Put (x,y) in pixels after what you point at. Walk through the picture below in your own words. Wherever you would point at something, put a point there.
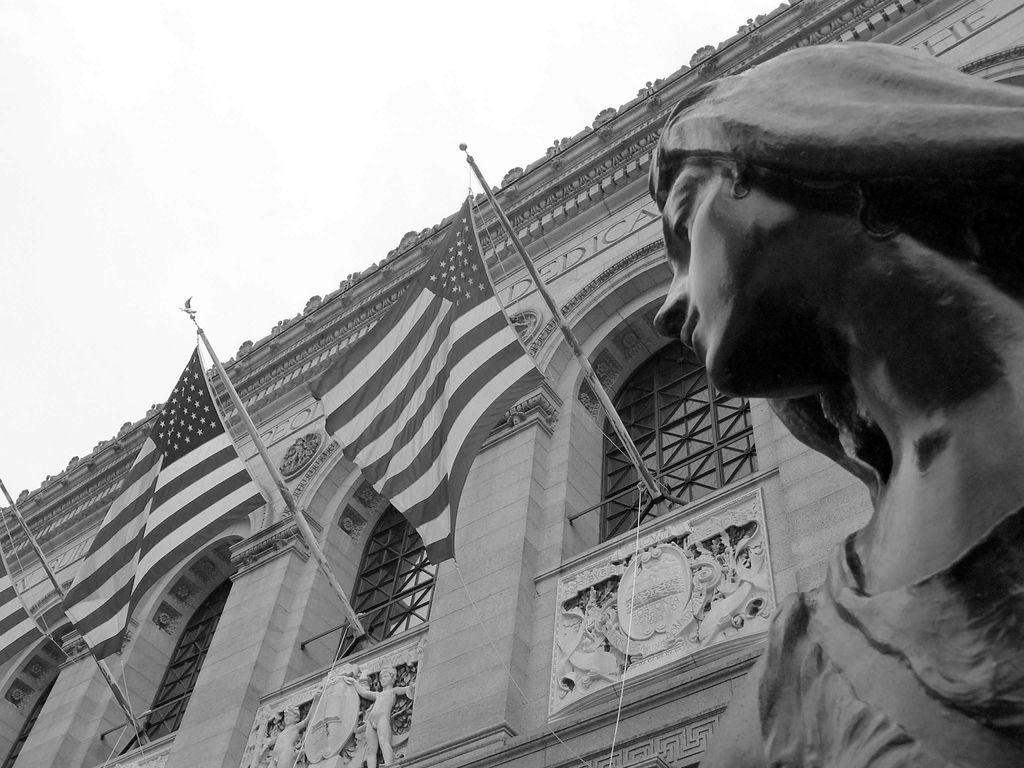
In this picture I can see a building (186,748) and few flags (444,486) and I can see text (560,265) on the wall (288,418) and a statue (999,428) on the right side of the picture (951,331) and I can see cloudy sky (280,129).
